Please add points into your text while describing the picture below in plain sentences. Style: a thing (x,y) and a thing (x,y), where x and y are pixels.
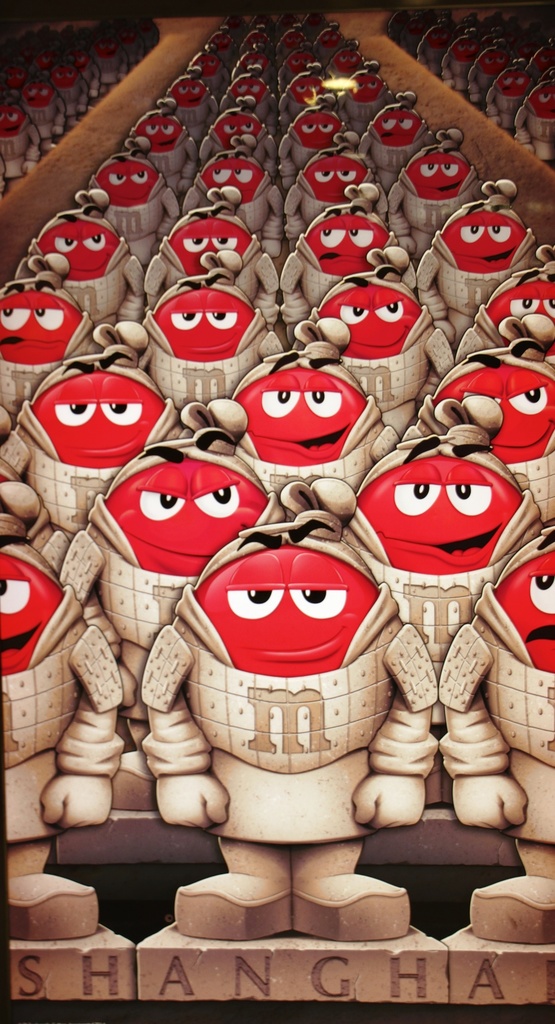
In this image I can see few cartoon images (378,552). It seems to be an animated image. At the bottom of this image (237,981) there is some text (76,967).
